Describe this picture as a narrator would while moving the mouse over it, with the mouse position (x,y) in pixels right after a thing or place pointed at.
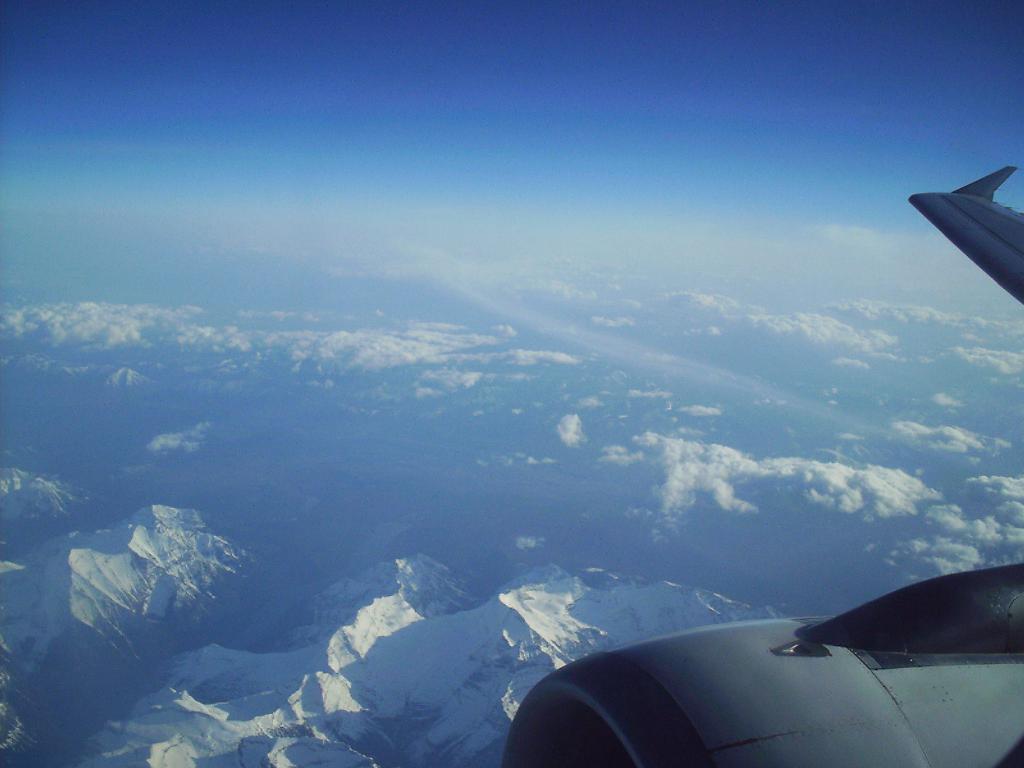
In this image, we can see an airplane (820,645) and in the background (397,316), there are clouds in the sky (372,253) and we can see mountains (325,624).
